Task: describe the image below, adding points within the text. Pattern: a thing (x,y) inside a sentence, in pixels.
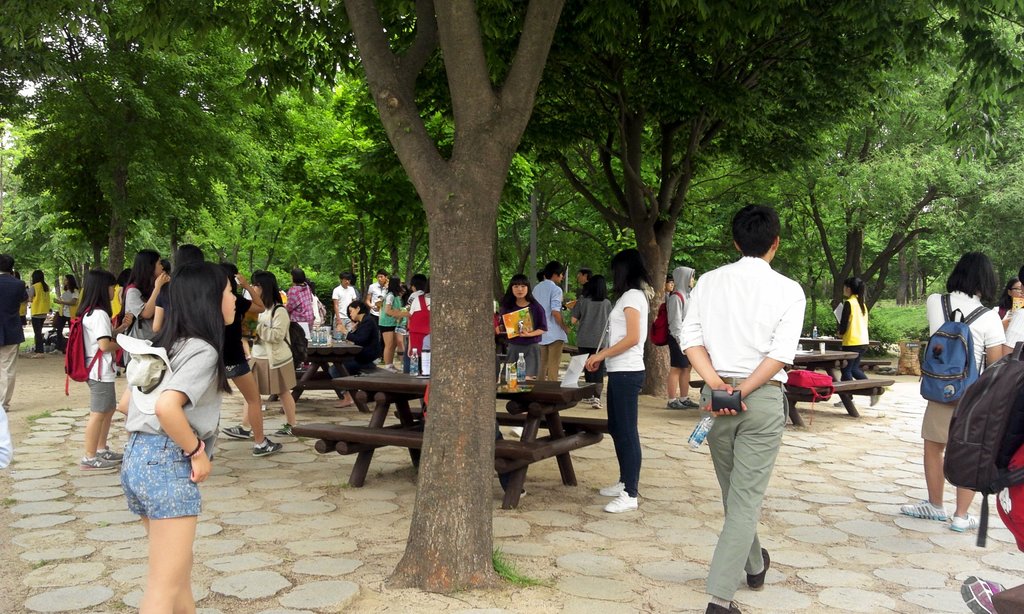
In this picture we can see a group of people (200,271) standing on floor (838,452) and some are walking carrying their bags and in front of them there are benches (526,451) and tables (353,380) and on table (523,407) we can see bottles (511,387), papers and in background (365,116) we can see trees (546,134).
